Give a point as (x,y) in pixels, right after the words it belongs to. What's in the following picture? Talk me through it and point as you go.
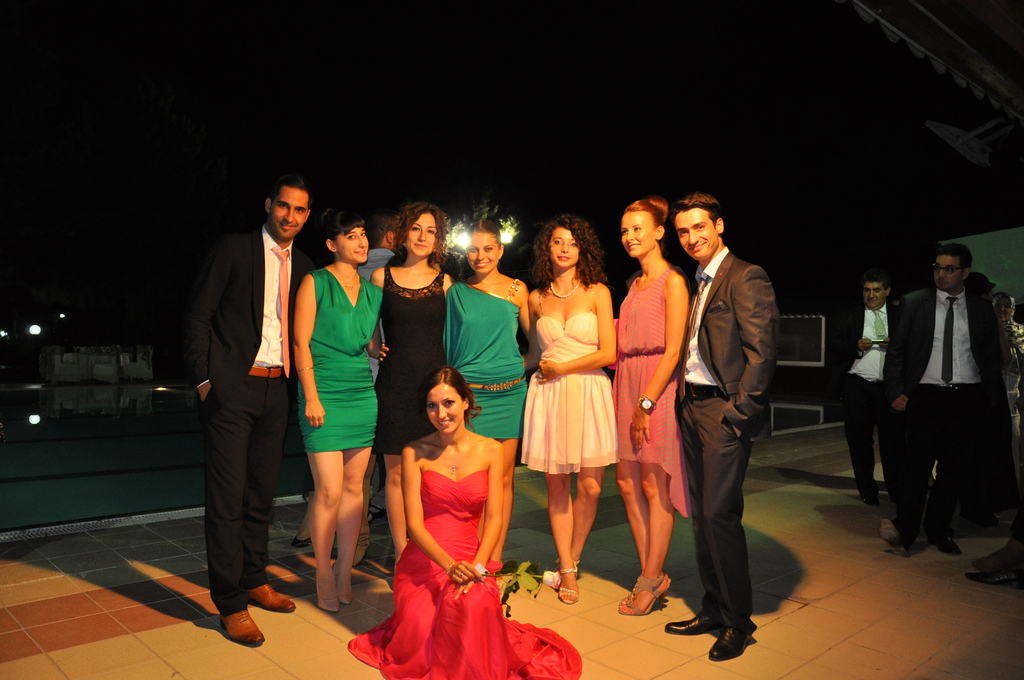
In this image we can see people (677,362) standing. At the bottom of the image (280,632) there is floor (318,639). In the background of the image (201,165) there is sky (391,154), trees (155,236).
